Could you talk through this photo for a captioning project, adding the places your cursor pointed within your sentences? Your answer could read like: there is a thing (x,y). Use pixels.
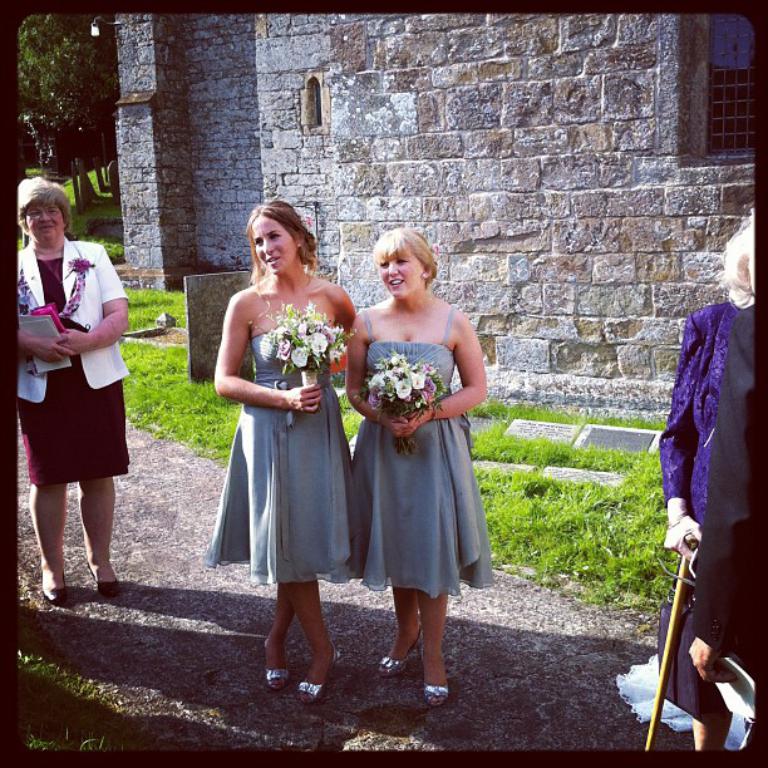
In this image we can see a few people (249,479) standing and holding some objects (345,338), in the background (382,195) we can see some trees (115,111), grass (552,443), windows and the wall (400,184).
